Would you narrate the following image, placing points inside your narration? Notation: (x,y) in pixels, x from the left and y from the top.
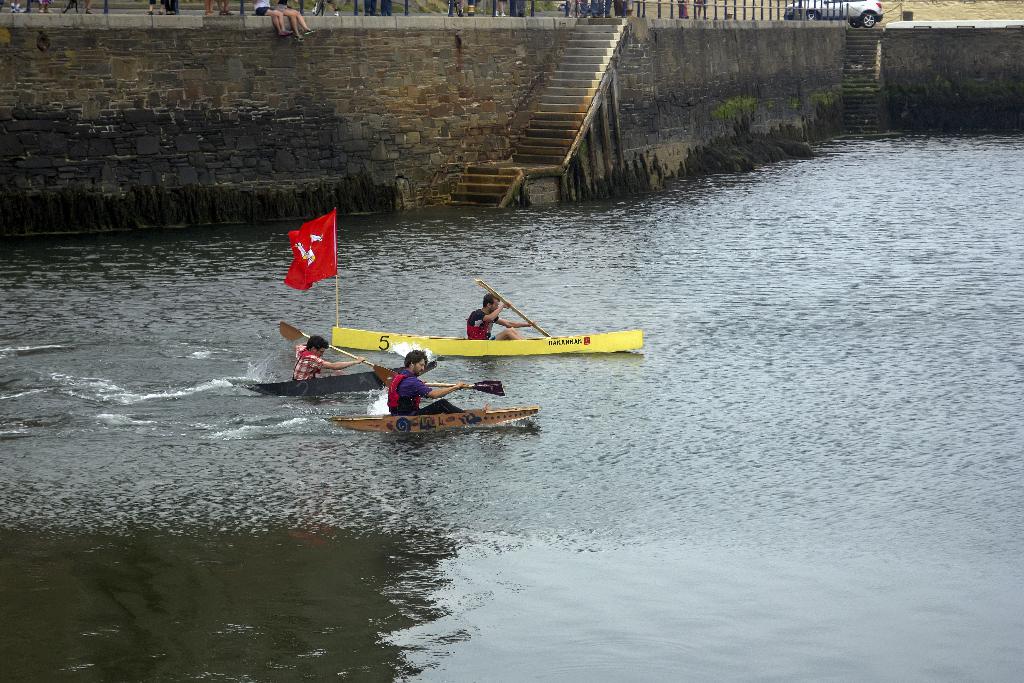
Above this water (660,282) there are three boats (357,349). These three people (424,391) are holding paddles (497,293) and sitting on these boats (431,344). On this yellow boat (386,349) there is a red flag (328,244). Background (860,94) there are steps (872,61), vehicle (830,5) and people legs (278,9).
